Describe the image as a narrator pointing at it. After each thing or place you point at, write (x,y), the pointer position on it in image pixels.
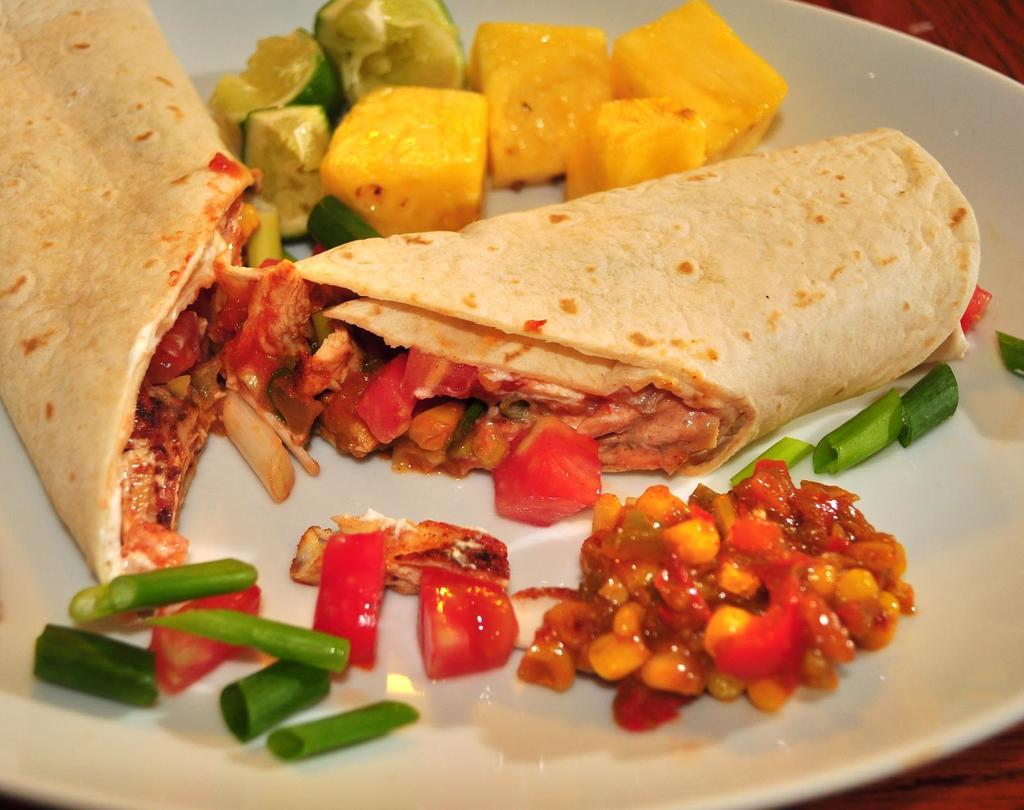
In this image I can see food items (653,444) in a white plate (461,752).
